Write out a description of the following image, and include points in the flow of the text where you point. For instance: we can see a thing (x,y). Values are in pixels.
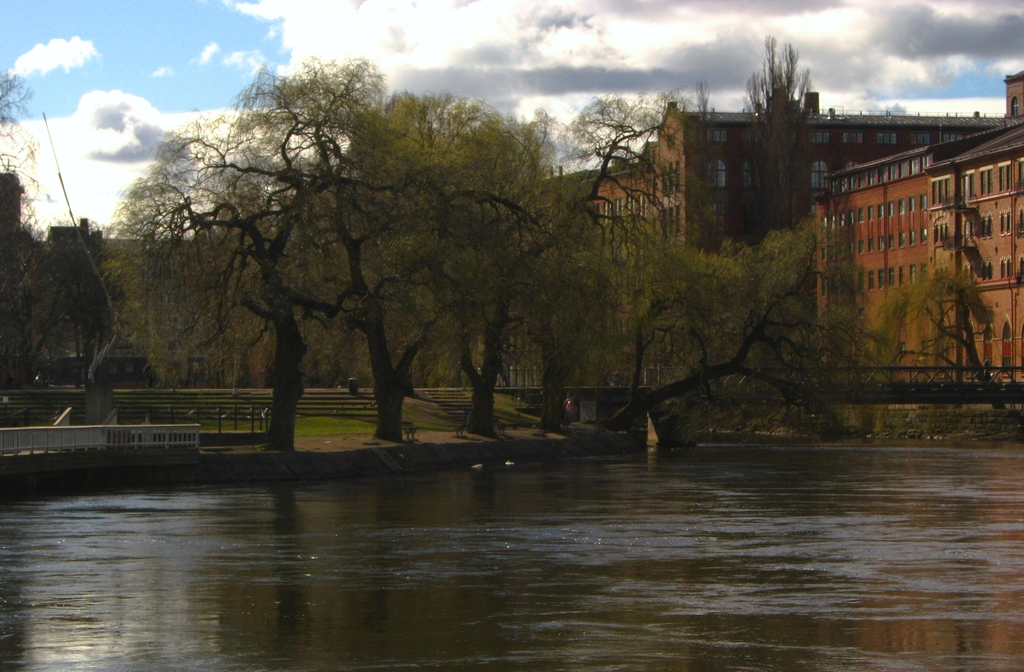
In this image I can see the water (488,549), few trees (399,293) which are green and black in color, the ground (349,402), the railing (180,432) and few buildings (863,213). In the background (638,87) I can see the sky (548,67).
